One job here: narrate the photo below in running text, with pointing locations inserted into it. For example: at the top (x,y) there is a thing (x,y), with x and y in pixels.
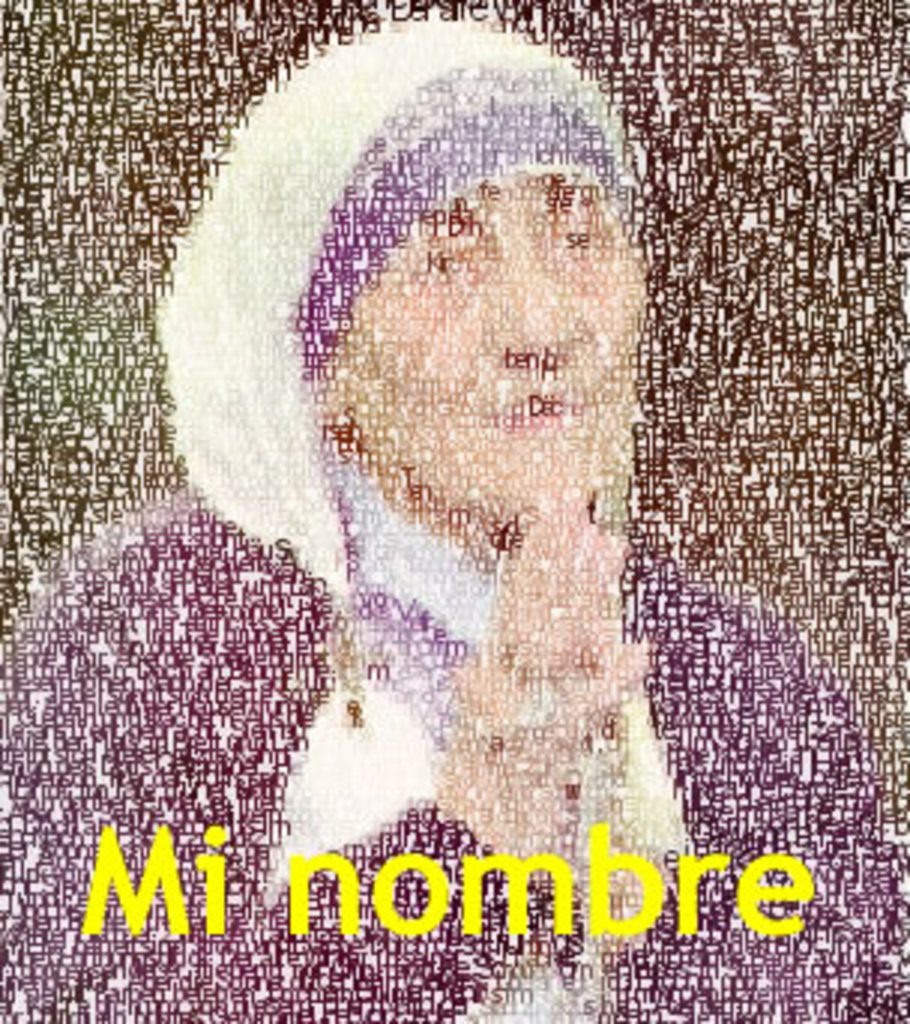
This is an edited image. In this image we can see a woman (383,570). At the bottom (410,861) something is written.
